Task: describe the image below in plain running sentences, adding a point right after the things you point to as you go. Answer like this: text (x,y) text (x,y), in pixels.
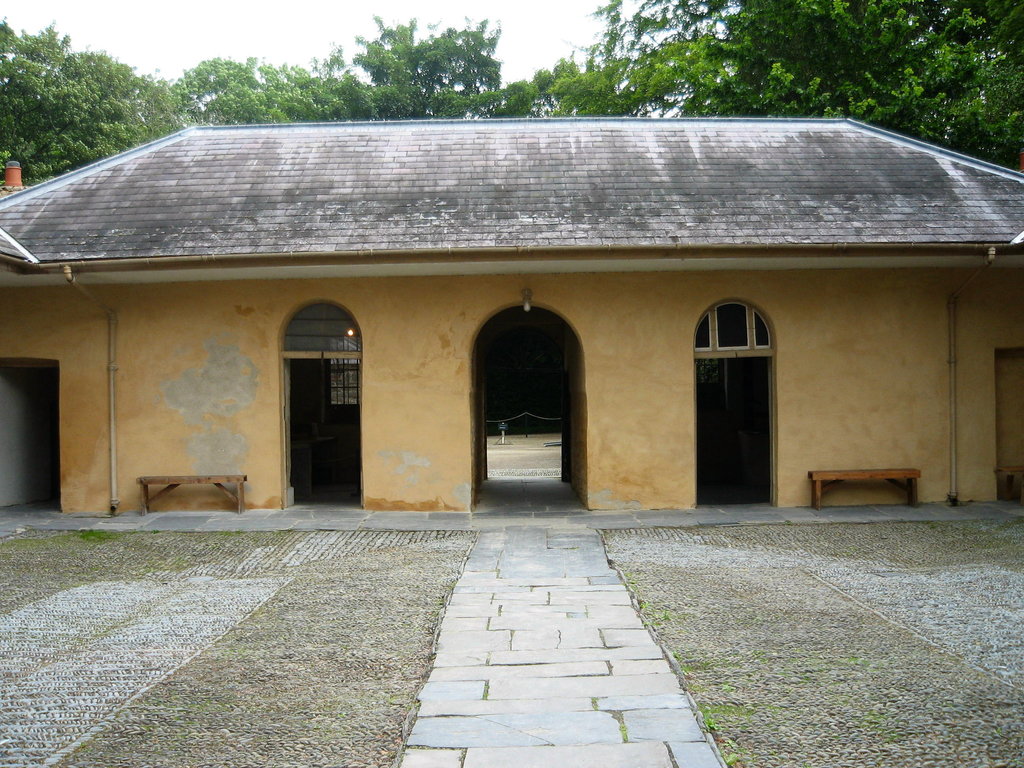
In this image we can see the house (698,179), benches (834,476) and also the path (498,541). In the background (115,77) we can see the trees (466,51) and also the sky (179,24).
